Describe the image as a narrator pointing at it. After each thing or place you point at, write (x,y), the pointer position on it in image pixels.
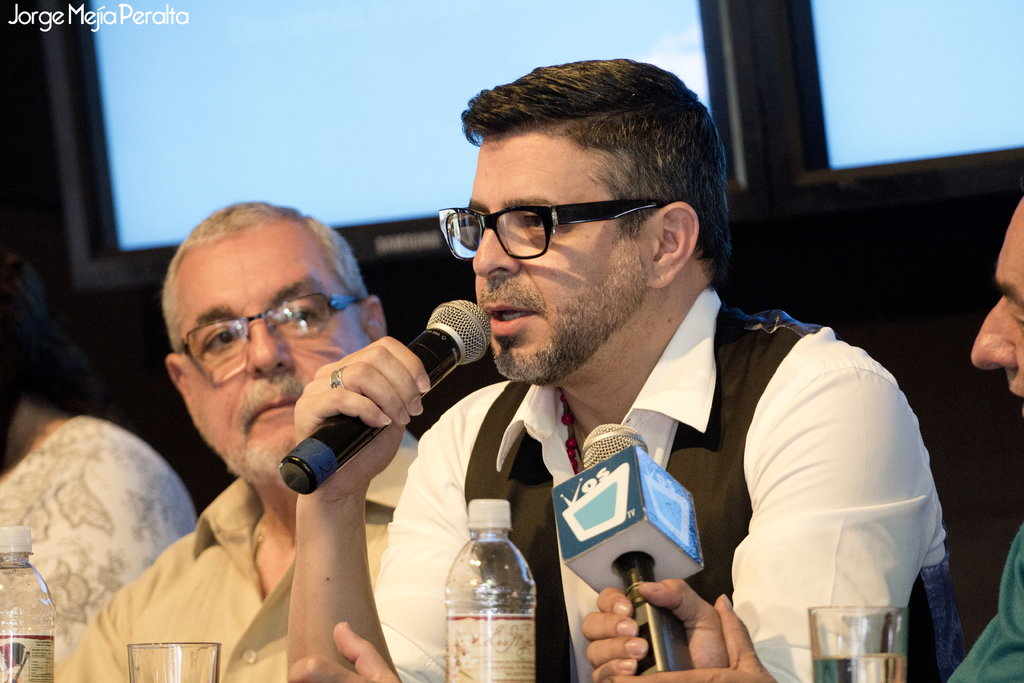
This picture is clicked in a conference hall (865,171). Here, we see four people (687,477) sitting on chair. Man (825,500) in white shirt (816,498) wearing black coat (718,476) is holding microphone (457,350) in his hands (394,358) and is talking on it. He is even wearing spectacles (459,209). Beside him, we see man (250,565) in cream shirt (201,583) is also wearing spectacles (245,327). In front of him, we see a table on which water bottle (14,543), glass (215,659) is placed and on the right corner of the picture (1002,662), we see man (990,658) in green shirt (990,648).
